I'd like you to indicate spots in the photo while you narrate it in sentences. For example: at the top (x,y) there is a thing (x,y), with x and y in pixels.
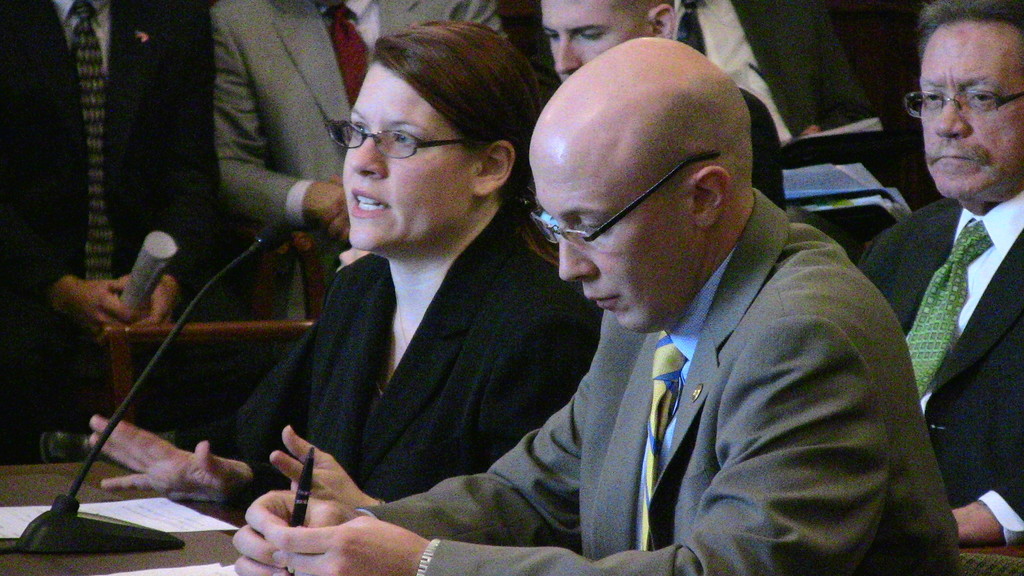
In the picture I can see this person (799,534) wearing blazer (726,434) and tie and this person (523,432) wearing black dress (327,360) are sitting on the chairs (231,374) near the table (0,478) where mic (105,540), papers (212,568) and pen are kept. In the background (998,211), we can see a few more people (621,8) wearing blazers (3,115) and ties (91,116) are standing.
